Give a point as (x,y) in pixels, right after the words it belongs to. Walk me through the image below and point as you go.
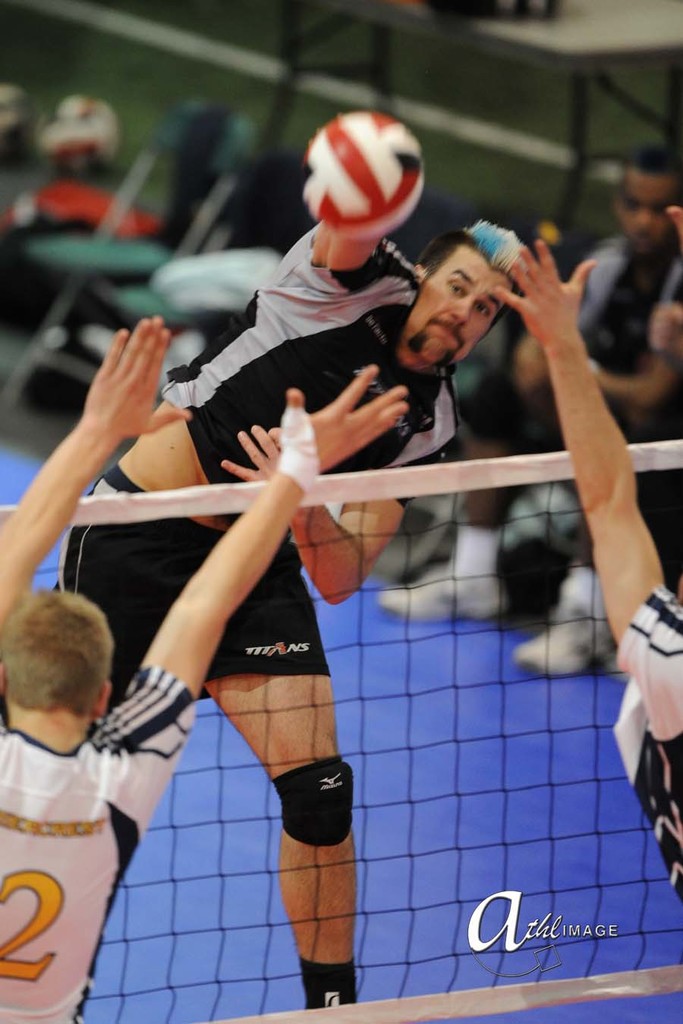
Here we can see people (617,513). Ball (355,161) is in the air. In-between of these people (642,589) there is a mesh (372,622). Bottom of the image (473,921) there is a watermark (542,923). Background (589,23) it is blur. We can see chairs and person (598,297).
